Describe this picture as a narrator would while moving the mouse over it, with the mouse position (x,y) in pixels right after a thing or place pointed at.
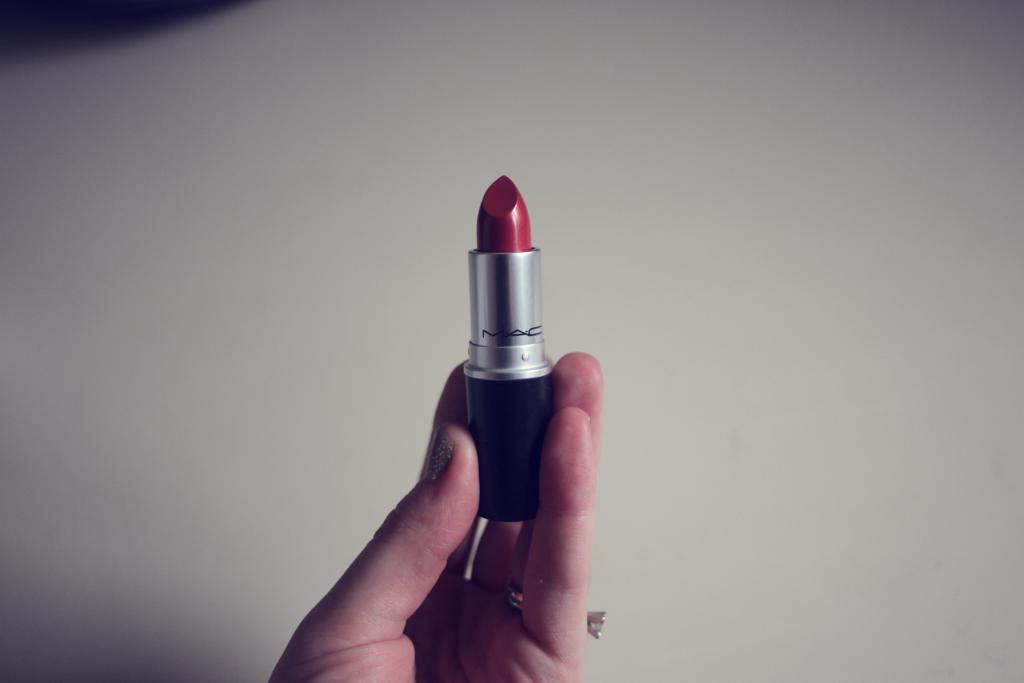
In this image I can see the person (554,433) holding the lipstick (547,391) and the lipstick (508,223) is in red color and I can see the white color background (549,286).
